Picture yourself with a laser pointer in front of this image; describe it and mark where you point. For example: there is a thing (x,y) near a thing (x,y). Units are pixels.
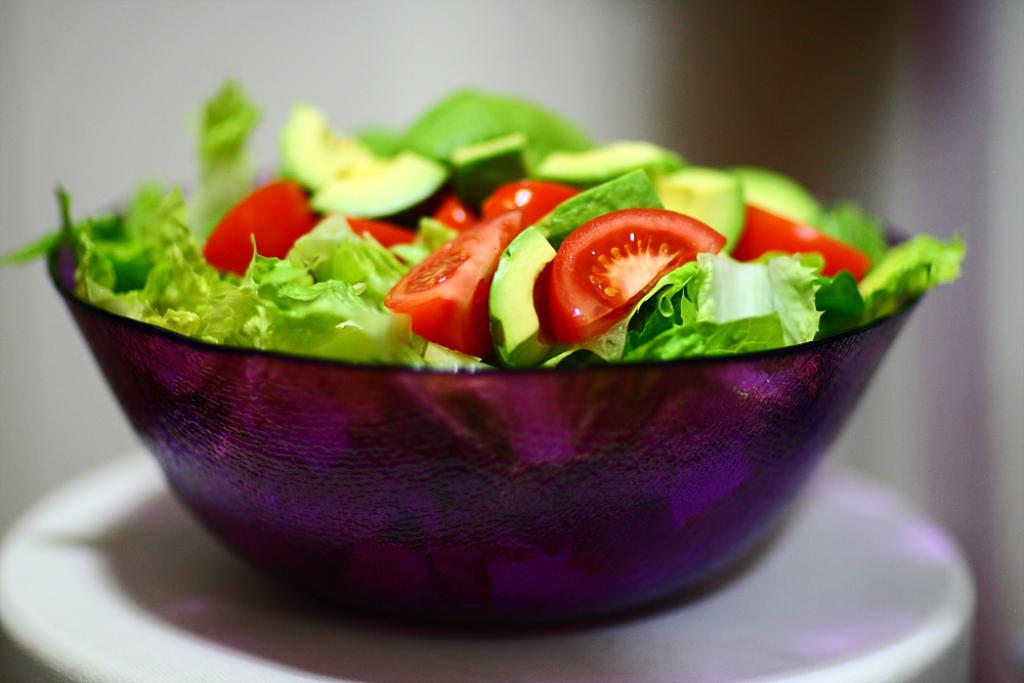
In this image we can see the serving bowl (455,385) which consists of salad (317,280) in it and is placed on the serving plate (786,625).
